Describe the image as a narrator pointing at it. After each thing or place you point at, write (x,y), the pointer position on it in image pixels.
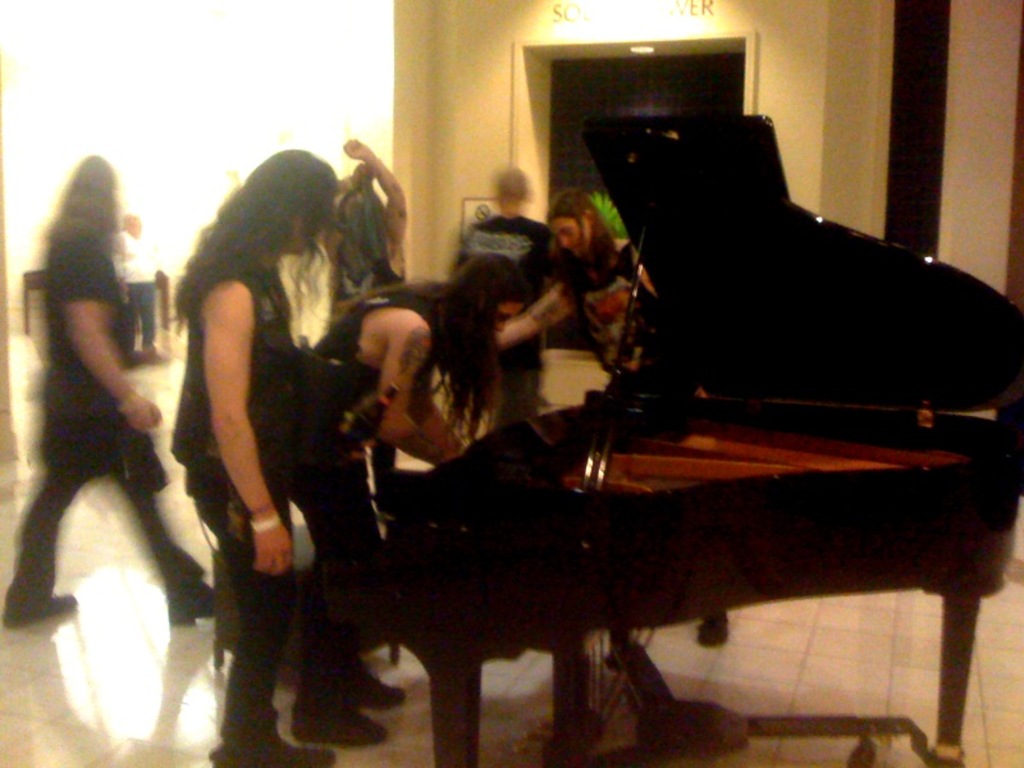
In this image I see few people (281,758) on the floor (403,759) and there is a keyboard (631,196) over here. In the background (399,42) I see the wall (542,167).
